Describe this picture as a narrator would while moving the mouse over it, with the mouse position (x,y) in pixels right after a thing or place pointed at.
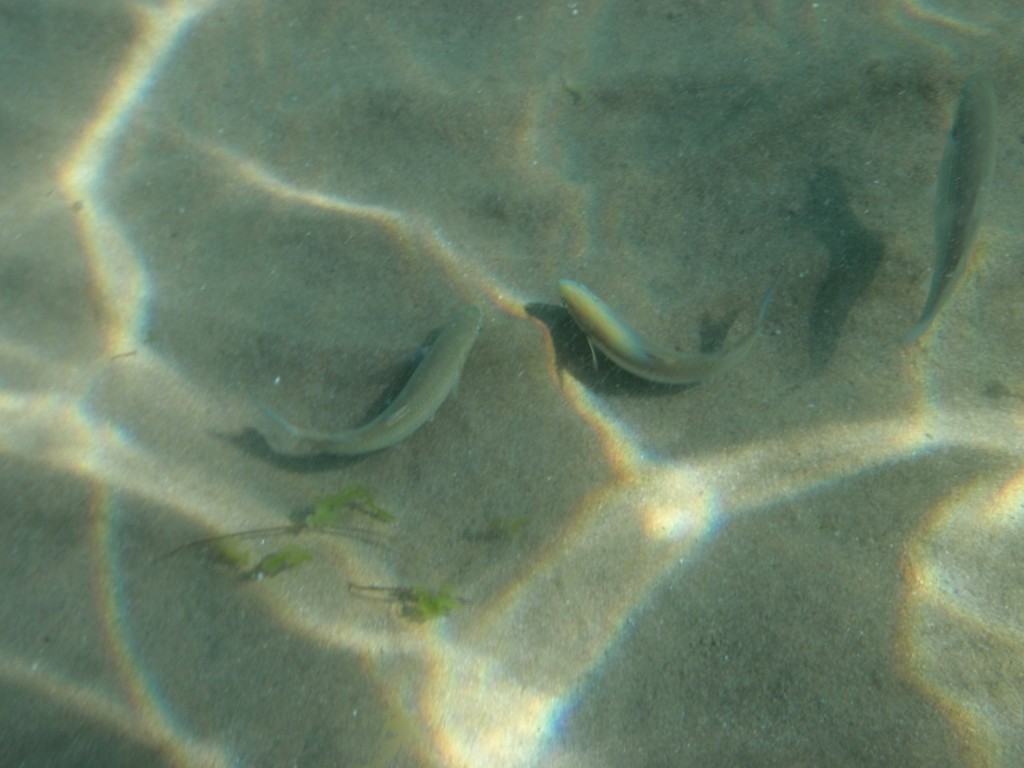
In this image I can see the underwater picture in which I can see few green colored leaves (414,598) and few fish (415,405).
